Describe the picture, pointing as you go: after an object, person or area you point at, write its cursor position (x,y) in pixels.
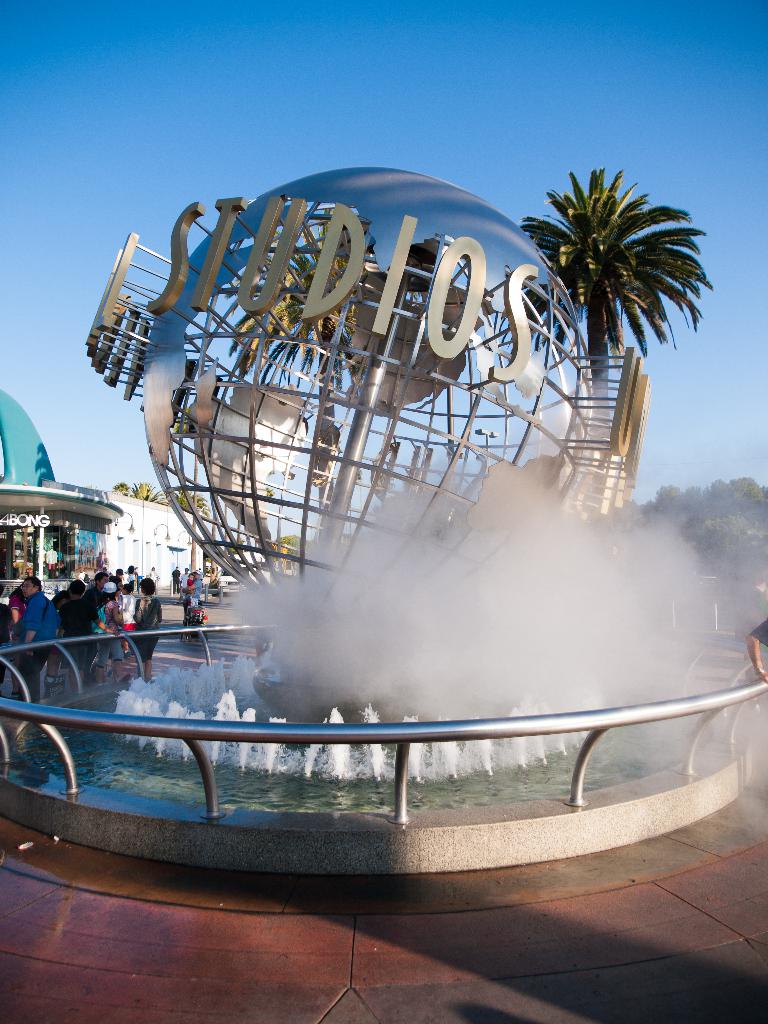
There is a water fountain (423,712). Here we can see some persons (123,608) and there are trees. There is a building (119,560). In the background (529,107) there is sky (470,121).
